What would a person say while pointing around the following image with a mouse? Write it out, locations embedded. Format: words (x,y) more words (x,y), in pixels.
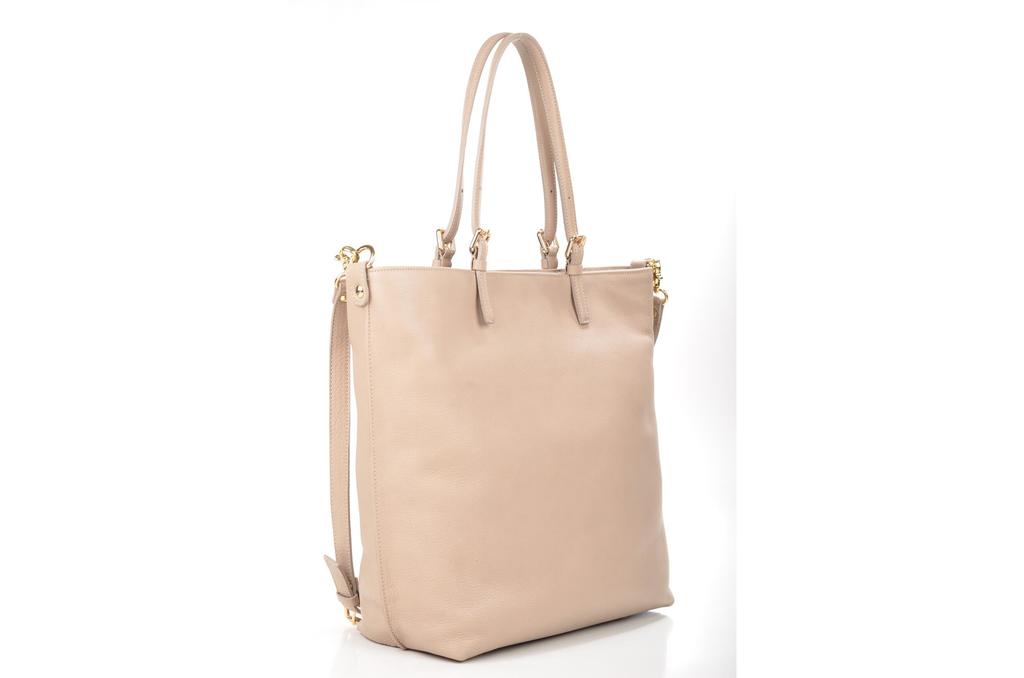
In this picture we can see a cream color bag (426,420) with belt (346,295) to it.
